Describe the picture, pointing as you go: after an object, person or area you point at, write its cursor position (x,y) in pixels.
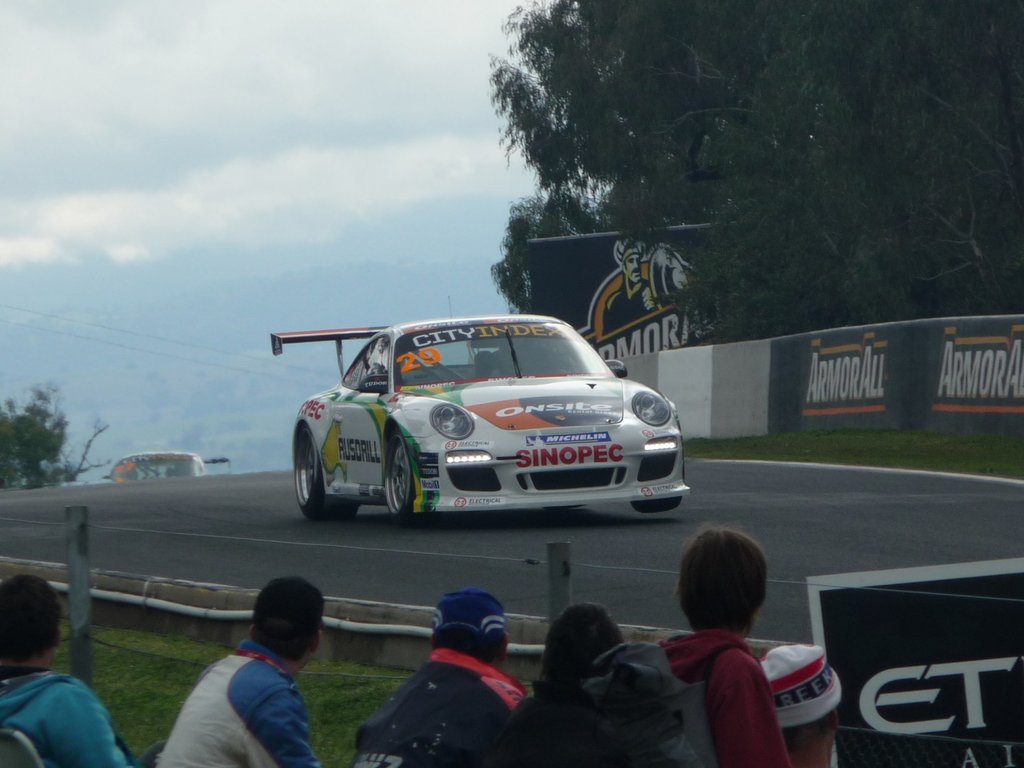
In this picture I can see few people (739,676) in front and I can see the grass (125,638) and a board (933,723) on which there are alphabets (898,676) written. In the middle of this picture (423,345) I can see the road (756,500) on which there are 2 cars (600,414) and I can see few boards (800,372) on which there are words (818,380) written and in the background (323,322) I can see the sky (505,309) and the trees (565,69).
